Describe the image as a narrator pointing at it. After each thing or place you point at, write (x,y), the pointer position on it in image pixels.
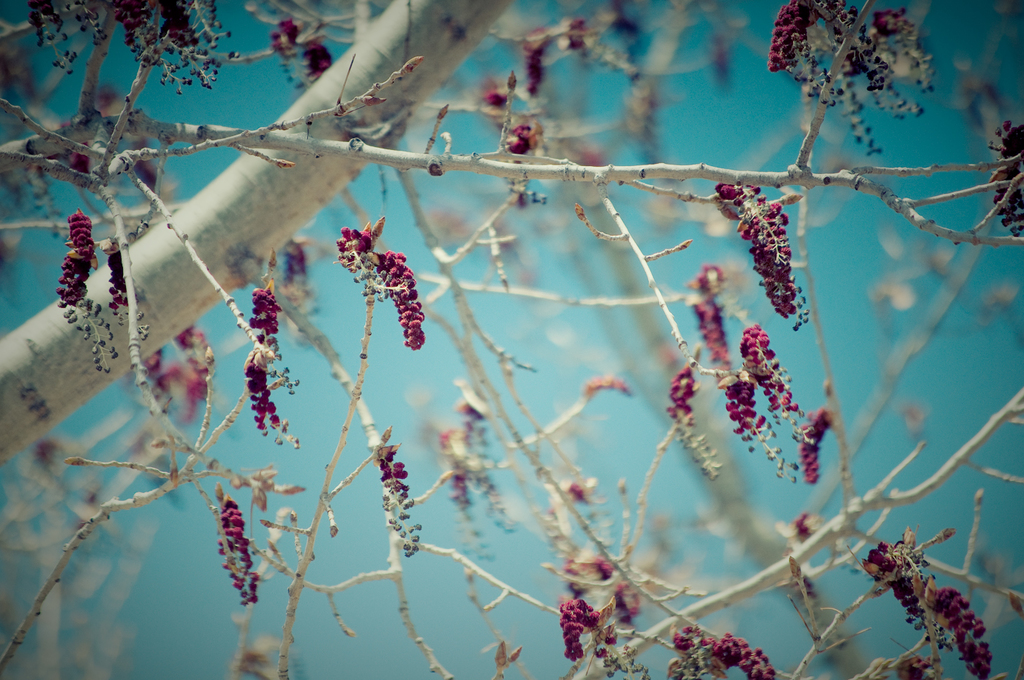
In the image we can see there are flowers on the tree (264,287).
